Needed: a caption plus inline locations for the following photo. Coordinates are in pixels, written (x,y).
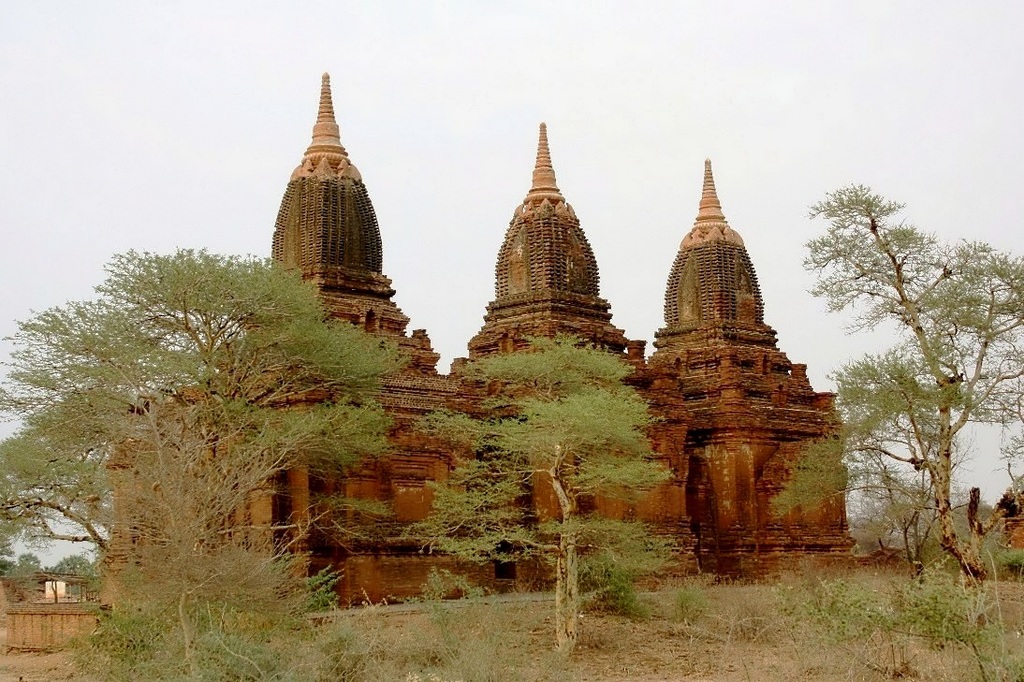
In the picture there are three temples (801,555) present, there are trees (184,422), there is a clear sky (477,328).
